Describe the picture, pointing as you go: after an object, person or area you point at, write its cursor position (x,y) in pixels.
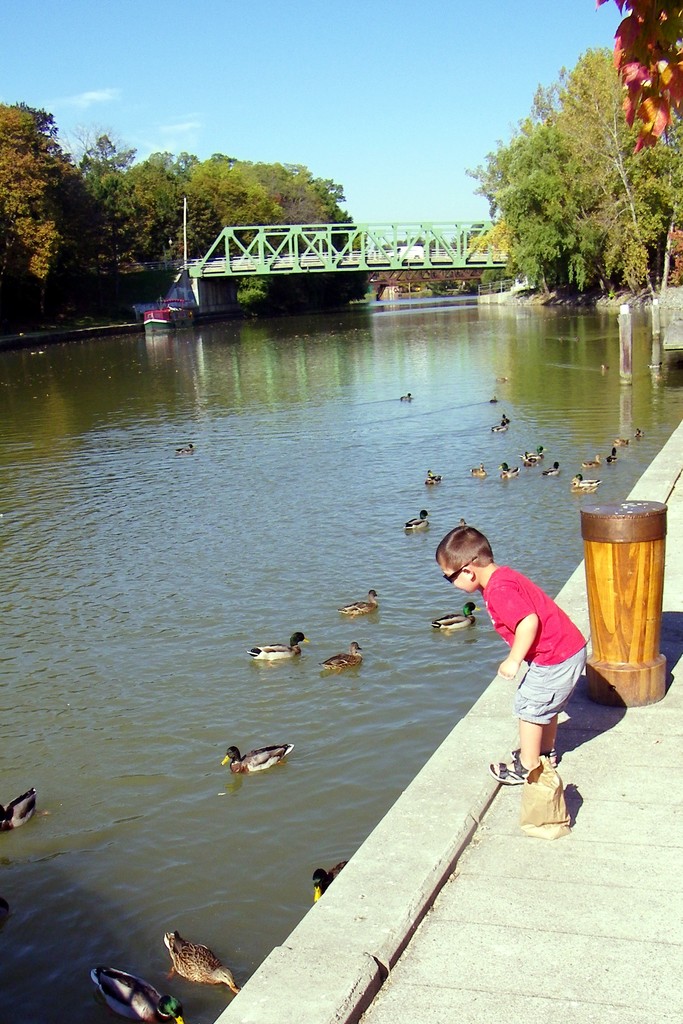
In this image, we can see a boat (162,326) and some ducks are on the water (215,586). In the background (180,192), there are trees (284,218), bridge (474,246) and we can see a kid (495,610) wearing glasses (451,579) and a pole (609,631) are on the ground (481,886).
